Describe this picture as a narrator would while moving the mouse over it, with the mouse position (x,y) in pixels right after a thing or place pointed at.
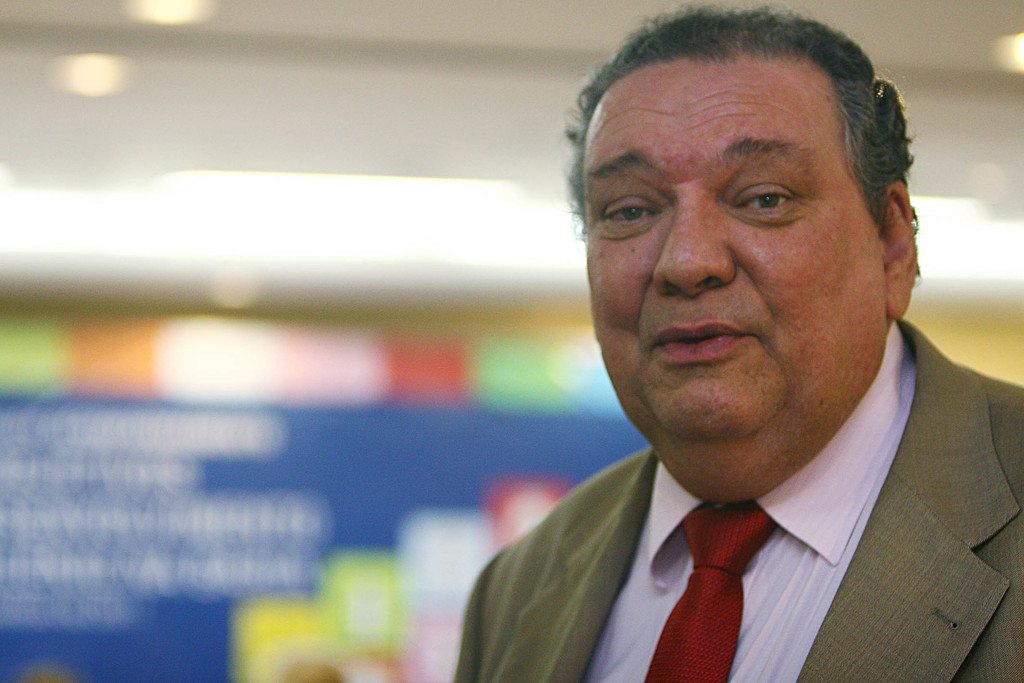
In this image I can see a person (599,97) wearing brown blazer (522,546), white shirt (635,594) and red color tie (688,607) and I can see blurred background (244,520).
